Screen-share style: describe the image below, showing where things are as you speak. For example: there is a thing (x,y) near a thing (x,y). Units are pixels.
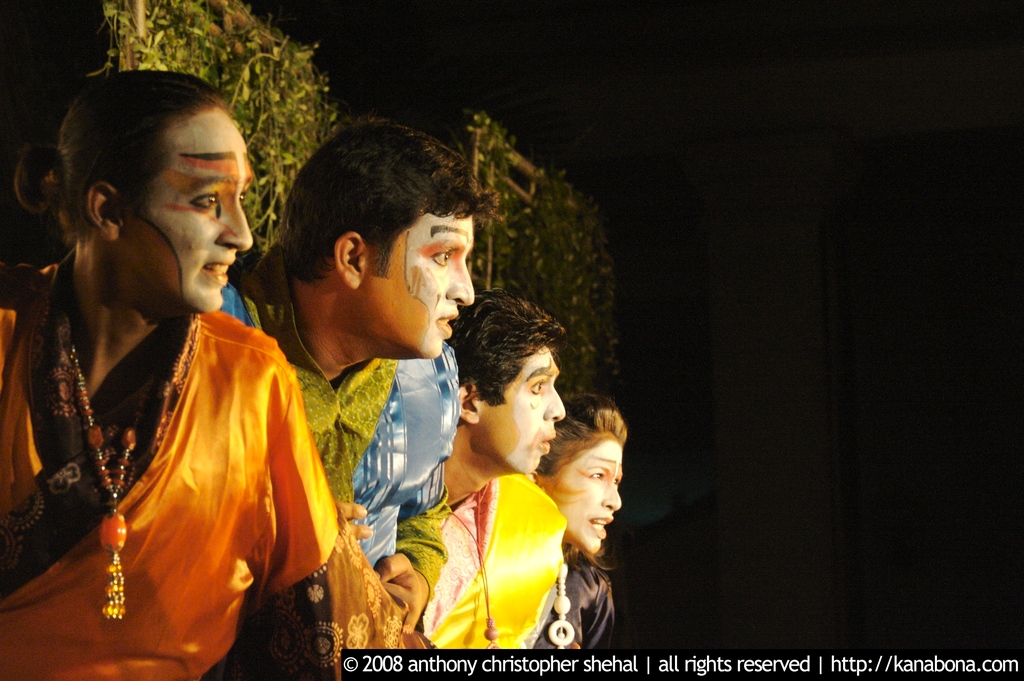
In this picture I can see four persons (411,451) are wearing the costumes (402,431), at the bottom (373,658) there is the text (735,659). In the background (517,203) there are plants (195,15).
